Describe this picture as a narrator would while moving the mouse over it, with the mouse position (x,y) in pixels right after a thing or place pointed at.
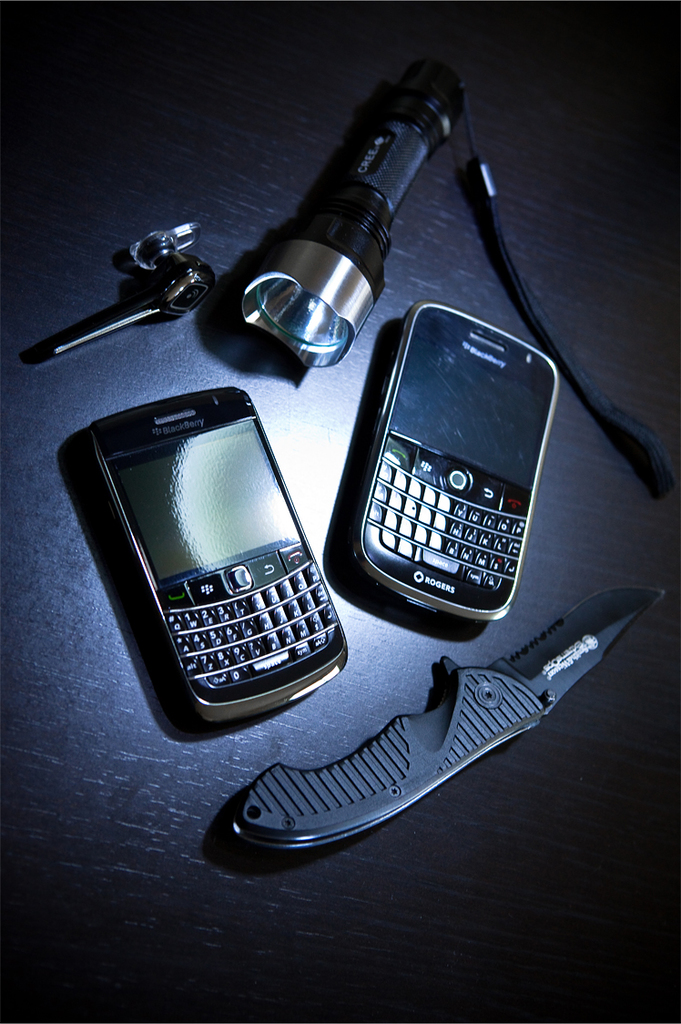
In this image we can see the mobile phones (159,604), a knife (384,806), a torch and a earpiece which are placed on the surface (351,857).
